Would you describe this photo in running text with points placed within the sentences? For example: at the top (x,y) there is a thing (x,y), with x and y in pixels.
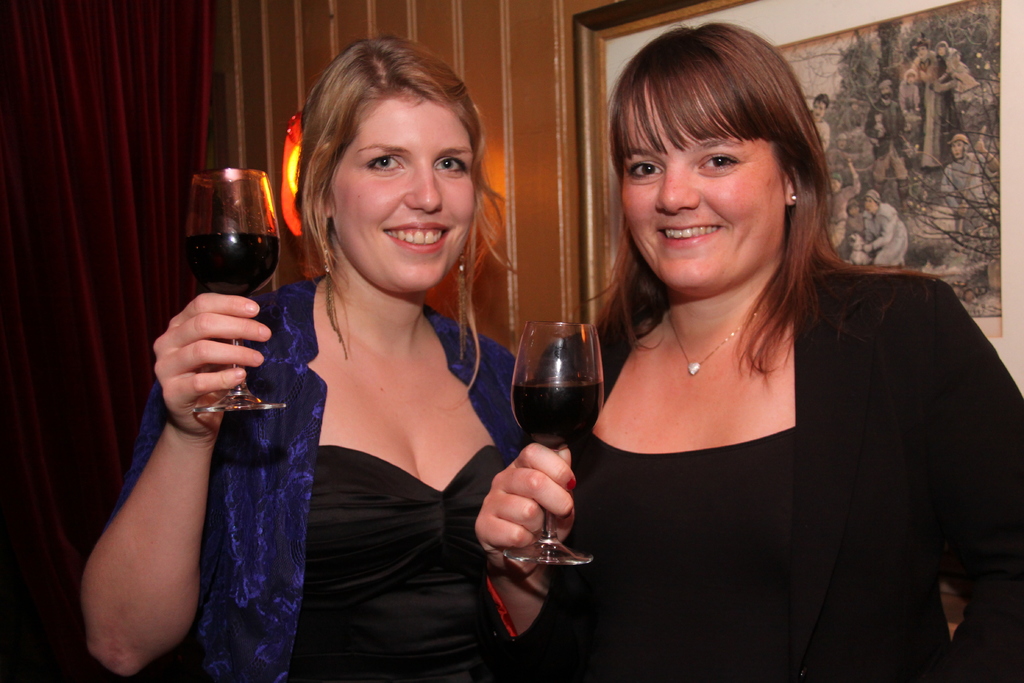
This image consist of two women (300,444). To the right (760,536), the woman (747,549) is wearing black dress (672,597) and to the left (245,572), the woman (192,531) is wearing blue shirt (237,513). Both are holding glasses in their hands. In the background (442,50), there is a wall (544,25) on which frames (980,116) are fixed.
